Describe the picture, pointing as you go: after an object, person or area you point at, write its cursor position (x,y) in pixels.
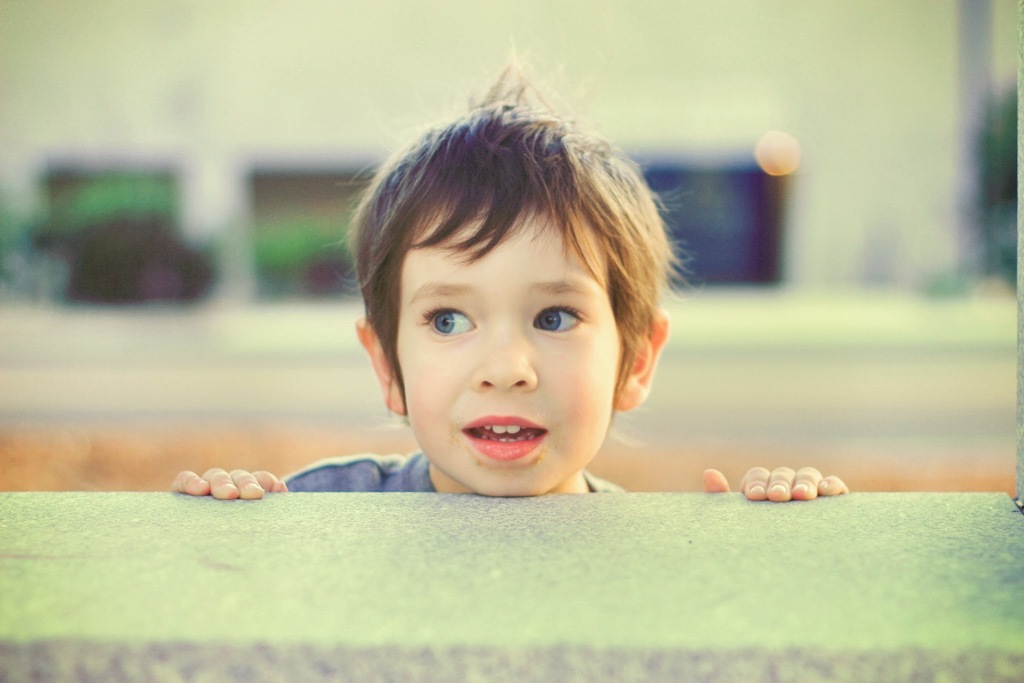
In this image we can see a child (572,274) in the middle (556,320). And we can see the wall (445,496). And the background (20,369) is blurry.
